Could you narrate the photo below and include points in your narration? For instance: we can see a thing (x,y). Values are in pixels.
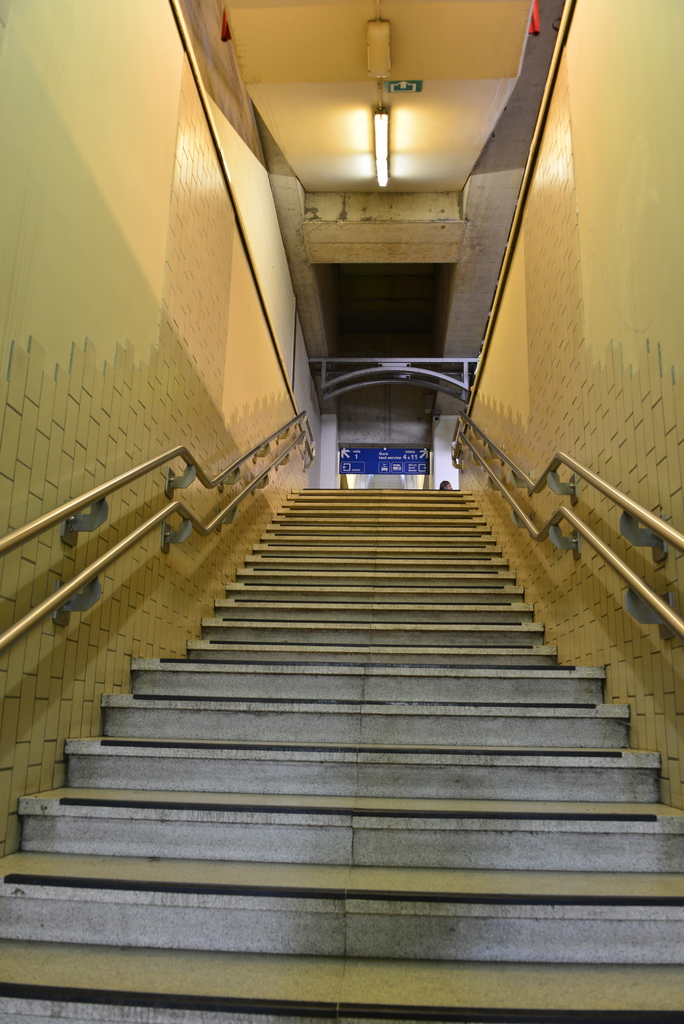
In this picture I can see the stairs (413,590) in front (279,946) and I see the railings (651,620) on the sides and I see the walls (569,607). In the background (373,169) I see the light (376,158) on the ceiling (391,147).
